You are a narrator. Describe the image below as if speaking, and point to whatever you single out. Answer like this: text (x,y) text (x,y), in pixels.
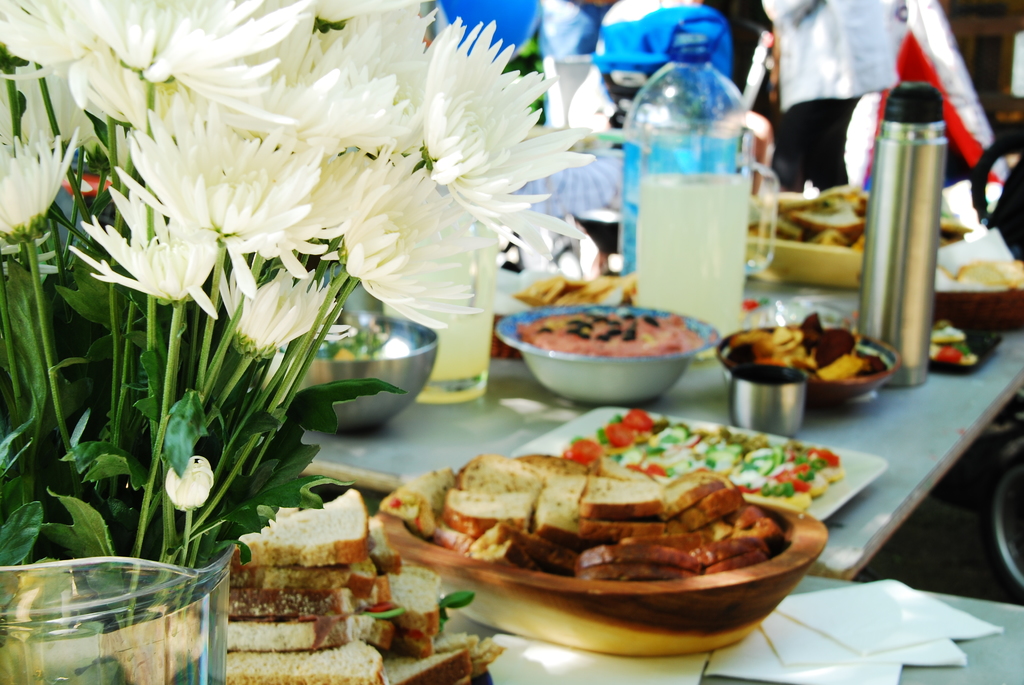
This picture shows a table (891,440) on which some food items (584,526) were placed. We can observe a glass jar (451,347) and a bottle (902,196) here. There are some flowers (166,196) in the flower vase (100,596) on the table (895,471).
